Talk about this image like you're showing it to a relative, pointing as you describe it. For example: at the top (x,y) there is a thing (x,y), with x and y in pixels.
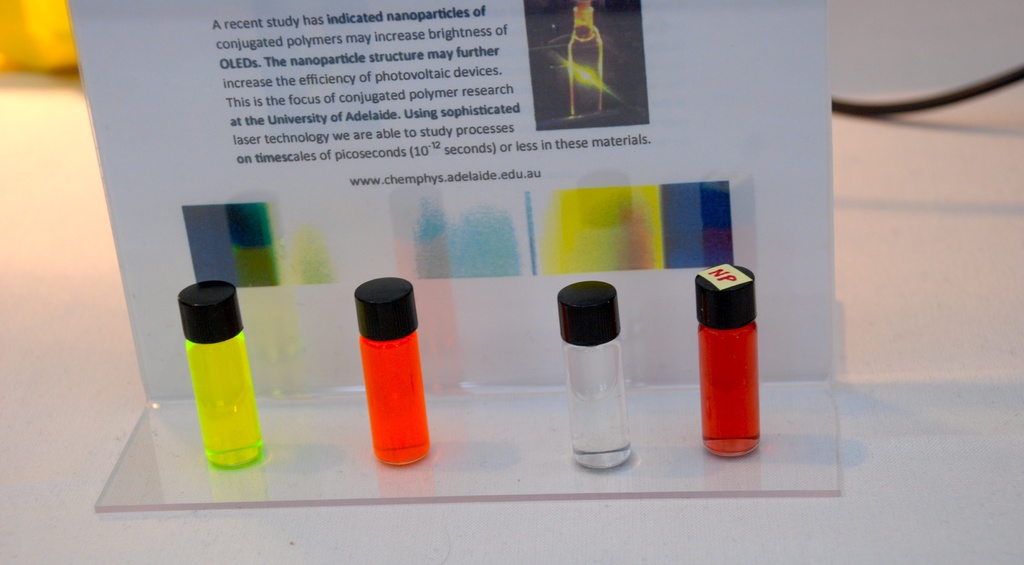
In the image we can see there are four small bottles (404,398) which are in different colours and on the bottle (729,305) its written "NP" on a yellow plain paper (718,280) and at the back (483,285) there is a hoarding (209,87) on which there is a matter (338,22) written about the bottles (710,420).
